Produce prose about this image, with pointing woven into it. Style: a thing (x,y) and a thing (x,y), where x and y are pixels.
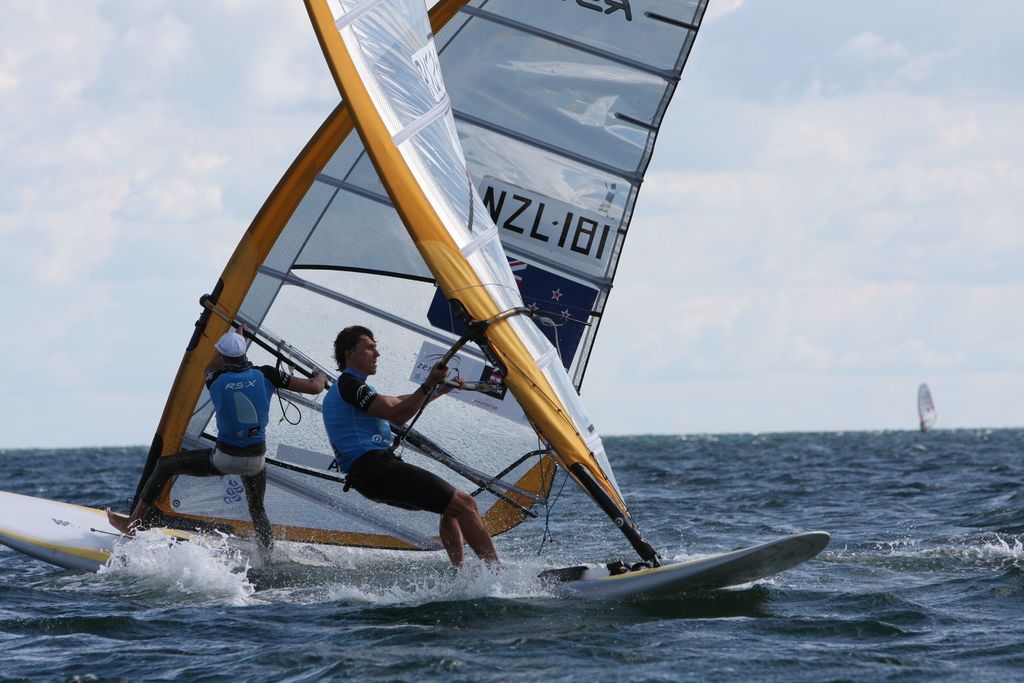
In this image there is an ocean (976,615), in that ocean (882,621) there is two boards (91,532) and there are two persons (237,429) who are standing on the boards (655,573) and they are holding the sails (516,331). And in the background (928,410) there is another board (928,393), and at the top of the image (137,105) there is sky (144,230).
